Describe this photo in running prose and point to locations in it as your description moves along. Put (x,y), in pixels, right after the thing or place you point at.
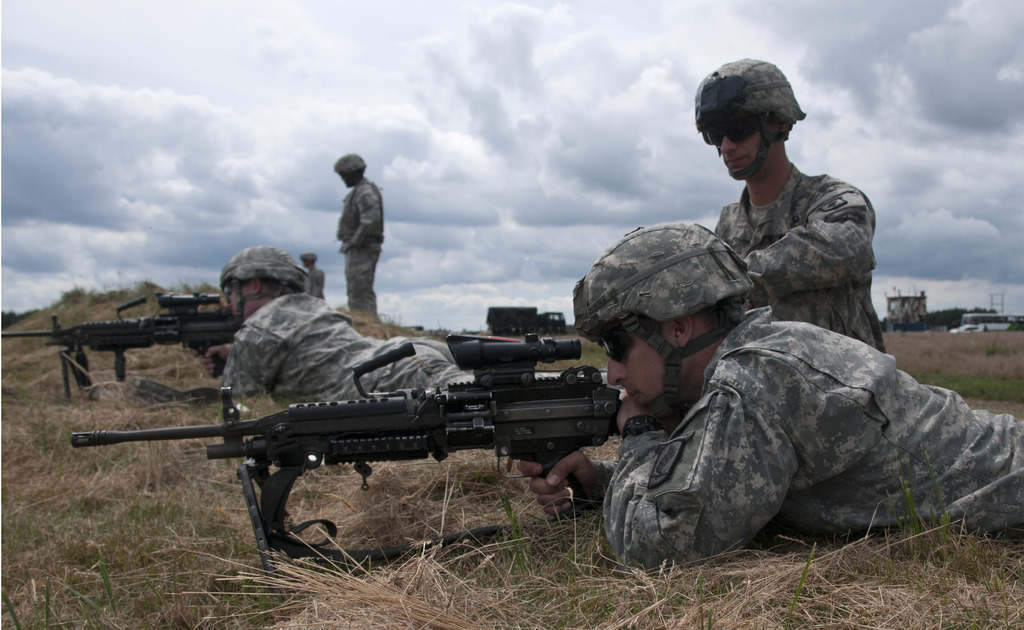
The picture consists of soldiers (702,438), guns (131,343), grass (126,509) and dry grass (144,484). In the background (917,300) there are buildings (904,309) and vehicles (991,323). Sky (528,149) is cloudy.
